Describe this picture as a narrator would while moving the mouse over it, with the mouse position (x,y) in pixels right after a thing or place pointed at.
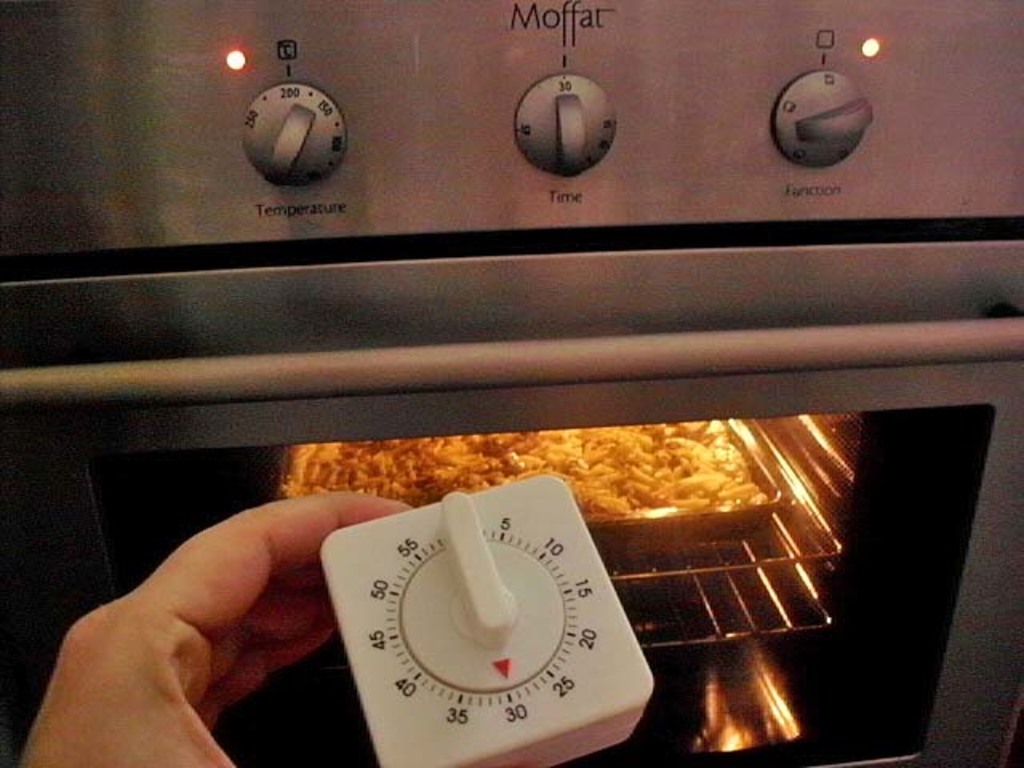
In this image we can see a person (323,597) holding a timer (440,589), there is a food item (598,494) in an oven (509,318), there are some text (527,128) written on it, we can also see some switches (584,124).
